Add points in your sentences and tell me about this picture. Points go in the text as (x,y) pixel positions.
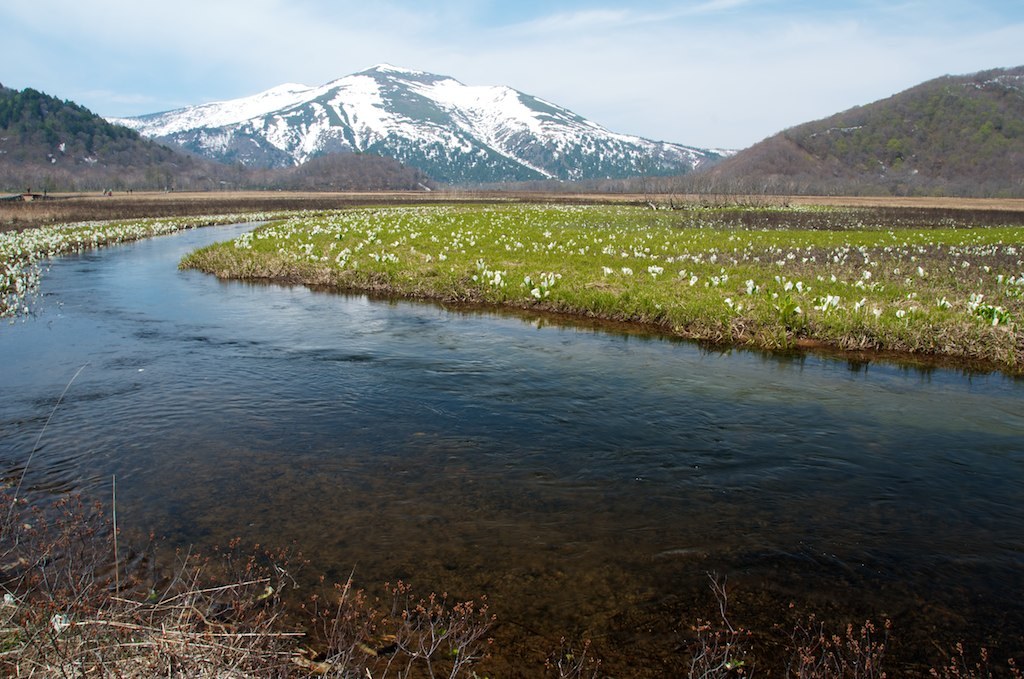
In this image we can see hills (703,173), flowers (653,275), grass (739,272) and we can also see the sky (11,32).
